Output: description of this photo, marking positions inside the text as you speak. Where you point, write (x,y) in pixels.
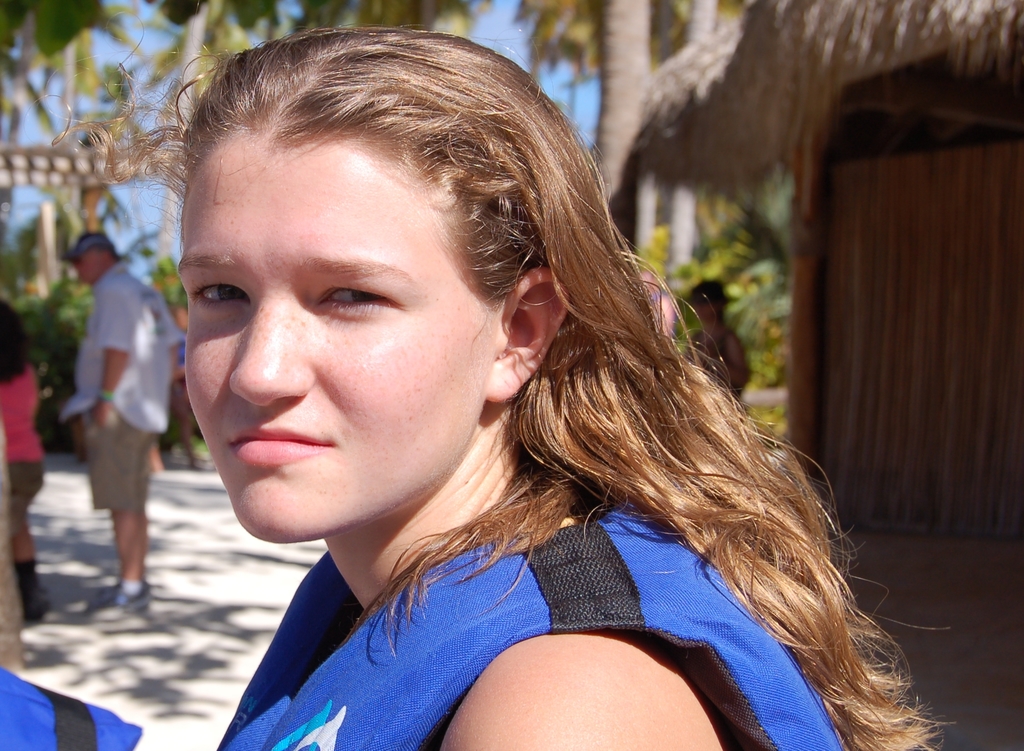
In this picture we can see a person (352,446). There are a few people (715,307) standing on the path (198,593). We can see the shadows (61,595) of some objects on the ground (76,599). There are plants (57,335), trees (688,54), other objects (958,366) and the sky (506,28) in the background (593,74).
